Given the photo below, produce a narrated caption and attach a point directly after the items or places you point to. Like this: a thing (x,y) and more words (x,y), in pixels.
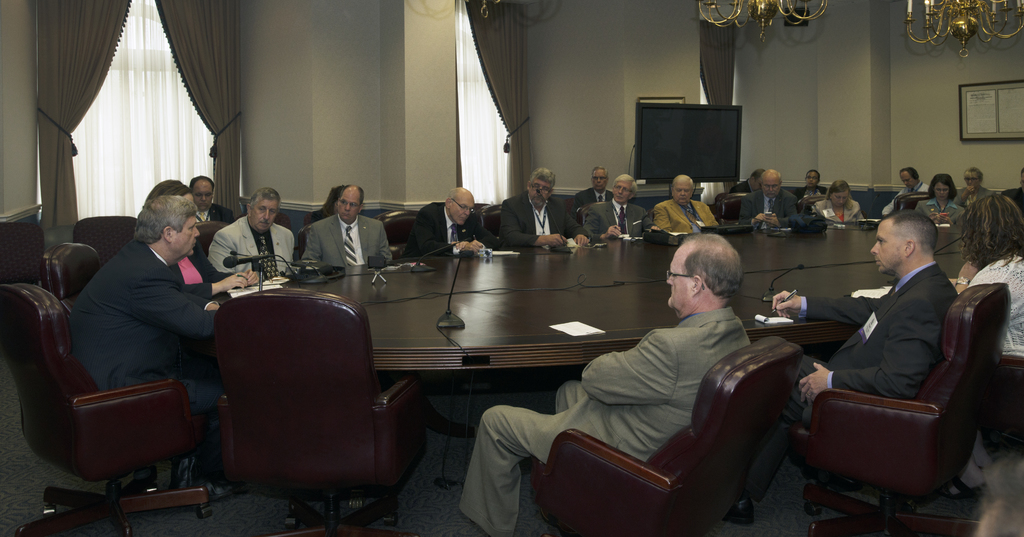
In this picture there are group of people (639,224) who are sitting on the chair (760,344). There is a mic (457,323). notepad (762,318), pen (786,300), white paper (581,329) on the table (588,267). There is a white curtain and a rope (71,147). There is a television (691,143) and frame (993,113) on the wall (957,116). There are two chandeliers (929,20) to the roof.
